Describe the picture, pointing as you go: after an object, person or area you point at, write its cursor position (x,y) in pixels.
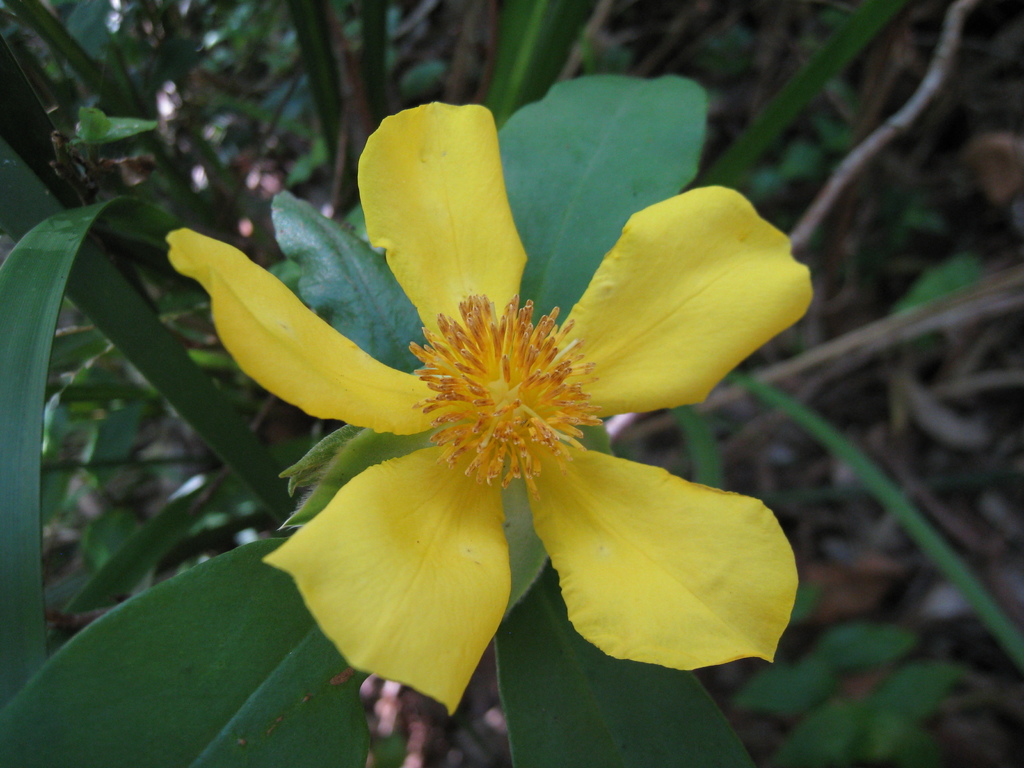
This picture is clicked outside. In the center (673,283) we can see a yellow color flower (413,280) and green color leaves (561,316) of a plant (607,305). In the background (873,294) we can see the dry stems (874,333) and the plants (85,253) and some other objects (885,596).
